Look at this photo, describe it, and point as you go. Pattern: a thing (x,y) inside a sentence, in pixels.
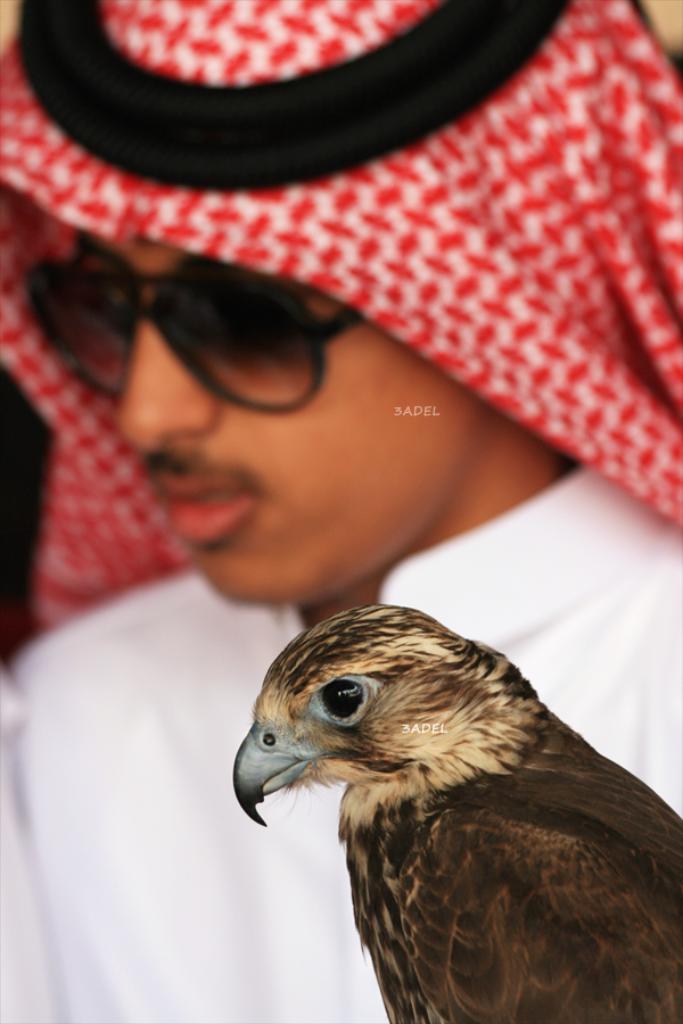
In this image we can see a hawk (439,889). In the background of the image (241,370) there is a person (287,572).
